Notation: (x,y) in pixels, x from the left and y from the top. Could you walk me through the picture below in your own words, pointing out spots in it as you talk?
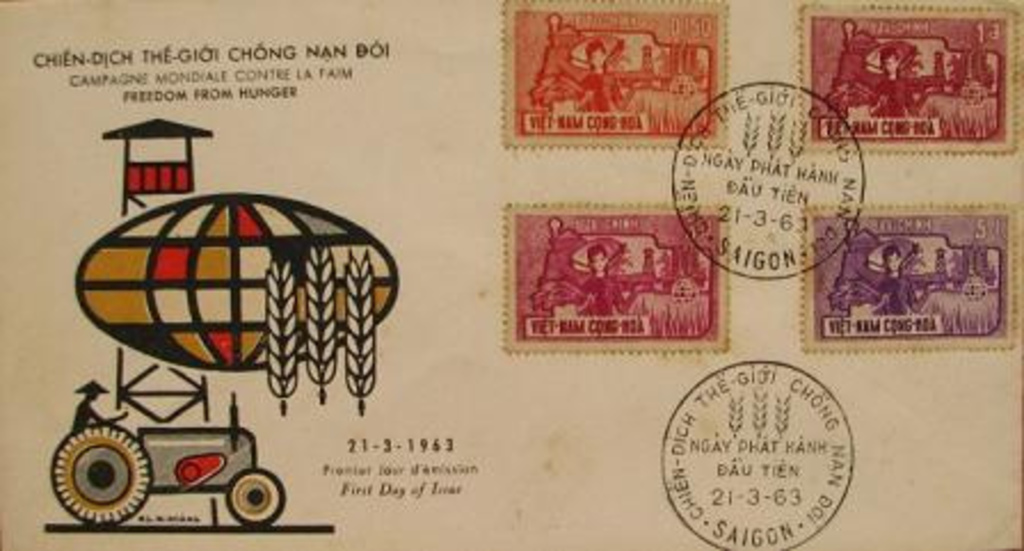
In this image we can see a picture (921,234) with group of stamps (542,233) and some text (915,223) on it.
